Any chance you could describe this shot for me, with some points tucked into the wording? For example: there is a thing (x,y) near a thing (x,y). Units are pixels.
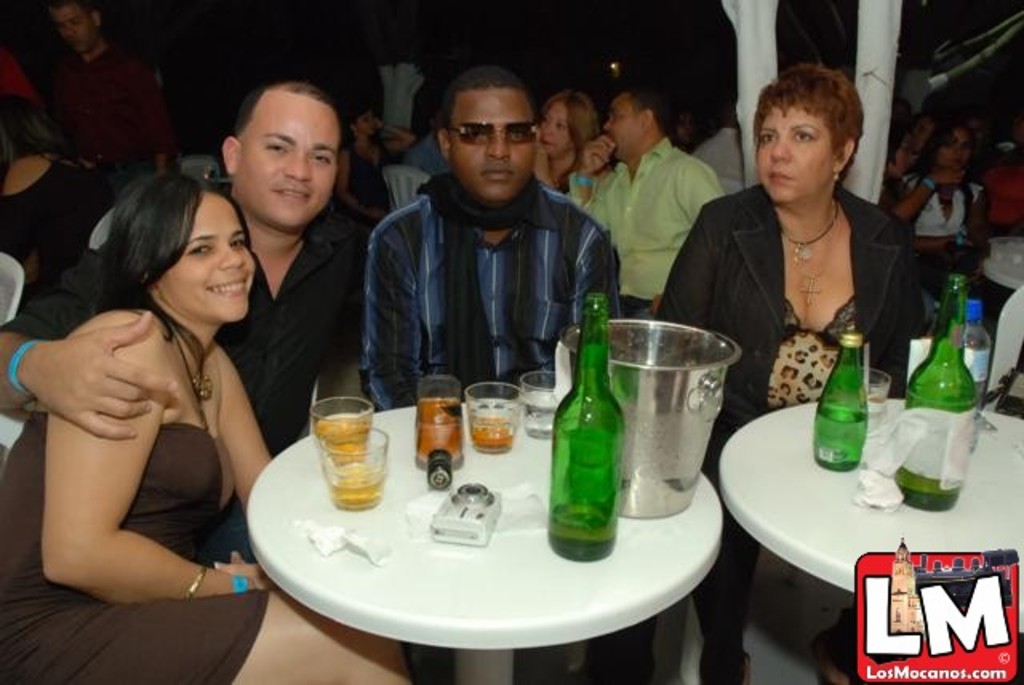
In this image I can see four people (381,249) are sitting in-front of the table (505,533). On the table (504,488) there is a bottle (585,466) and the glasses (368,439). In the background (923,243) there are few more people (703,150) sitting.
